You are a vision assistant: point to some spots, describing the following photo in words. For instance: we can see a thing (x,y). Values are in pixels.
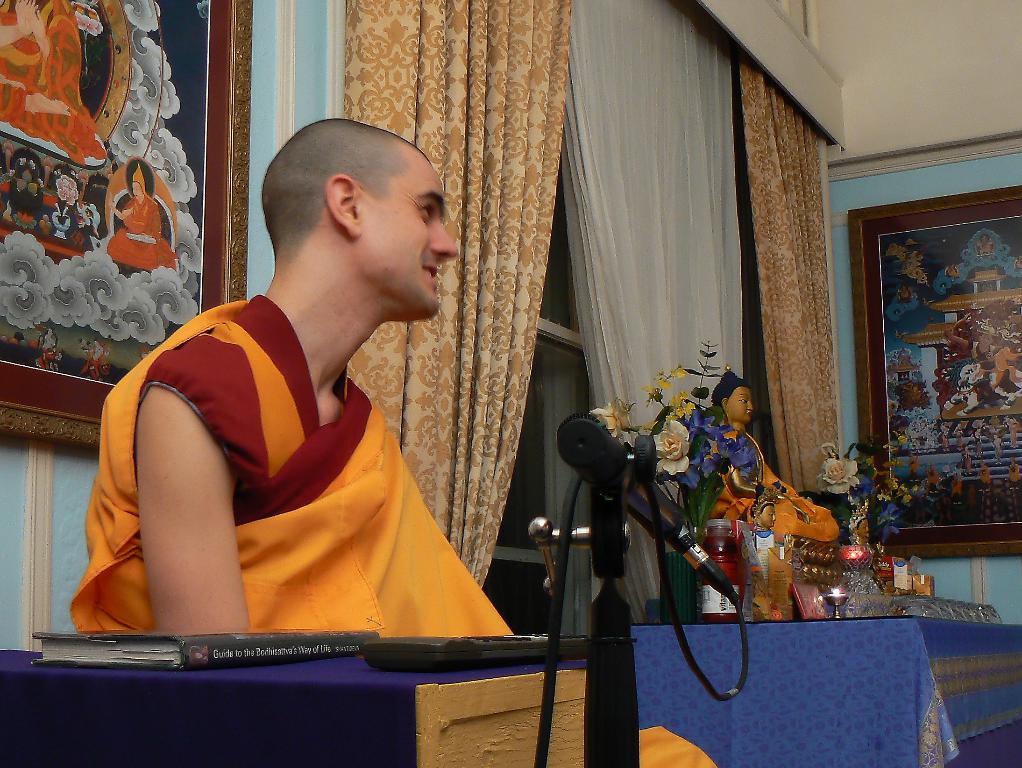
In this image we can see a person (297,388). In front of them there is a mic (592,443) with mic stand (608,636). Also there is a table (298,667) with book (286,648) and some other things (541,643). And there is another table (754,633) and there are vases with flowers (711,480), statue (773,500), bottle (730,540) and some other items (822,592). And there is a wall (292,59) with photo frames (899,241). And there are curtains (628,269) and windows (525,471).
